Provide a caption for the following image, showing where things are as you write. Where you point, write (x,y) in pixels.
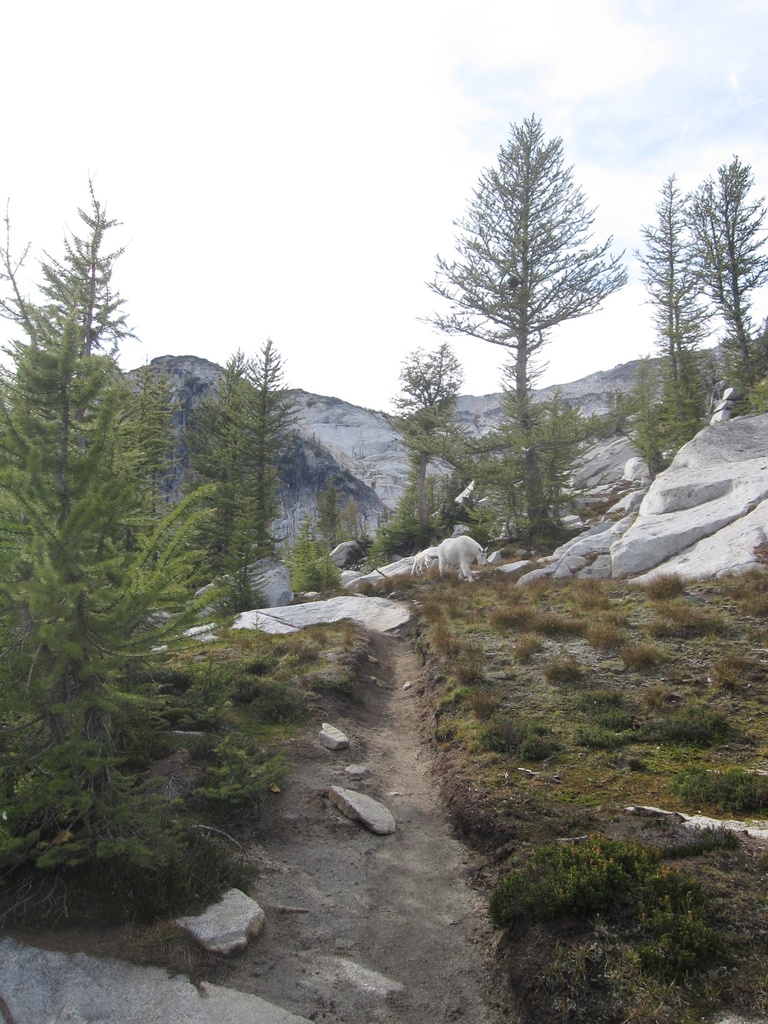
In this image we can see there are two animals (450,561) on the surface (491,698) of the grass (531,717). In the background (381,458) there are trees (92,505), mountains (311,416) and a sky (297,289).
